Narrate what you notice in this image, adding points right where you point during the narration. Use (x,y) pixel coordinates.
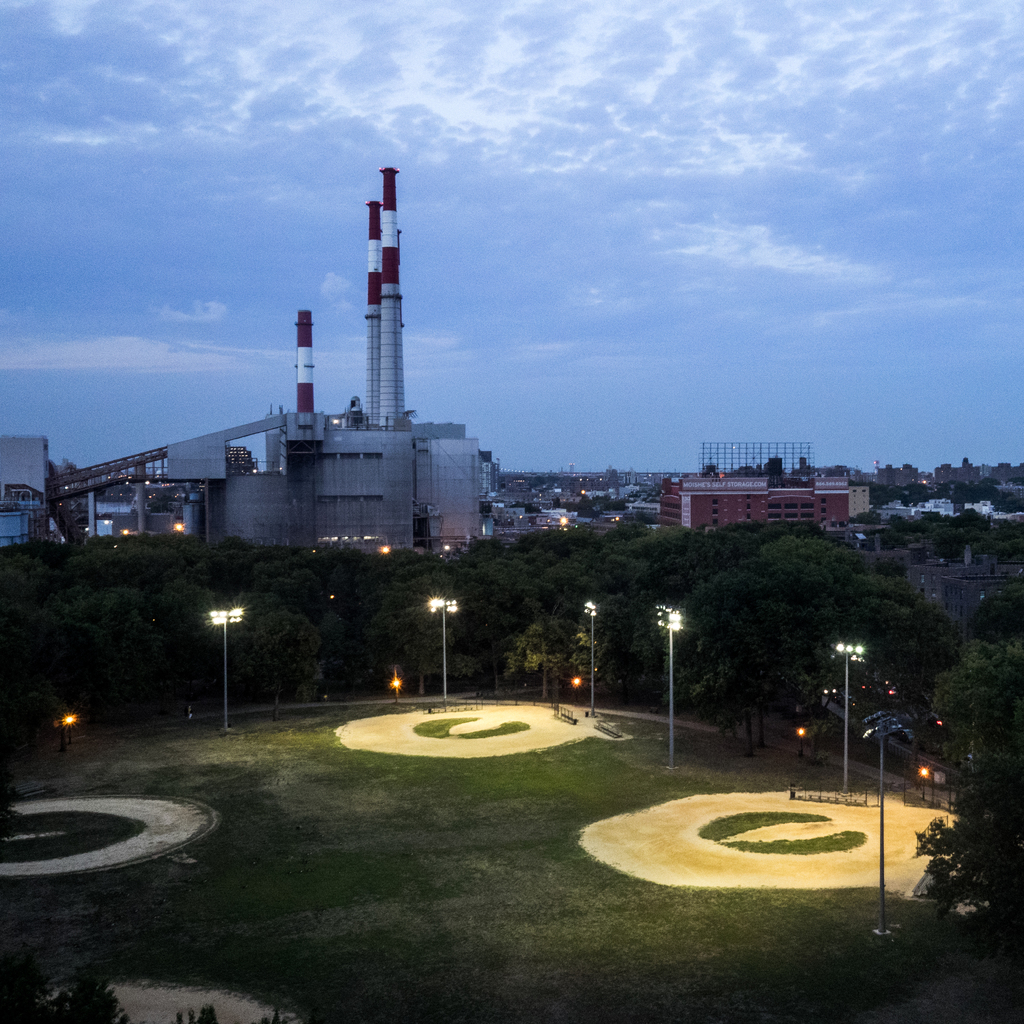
In this picture on the right side (745,562), we can see some trees (968,648), buildings (945,601). On the left side (54,1006), we can also see some trees (150,605), buildings (426,469). In the background (92,499), we can see some street lights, machines (275,500) and buildings (393,525). On the top (609,195), we can see a sky (671,260), at the bottom (380,983) there is a grass (297,839).
